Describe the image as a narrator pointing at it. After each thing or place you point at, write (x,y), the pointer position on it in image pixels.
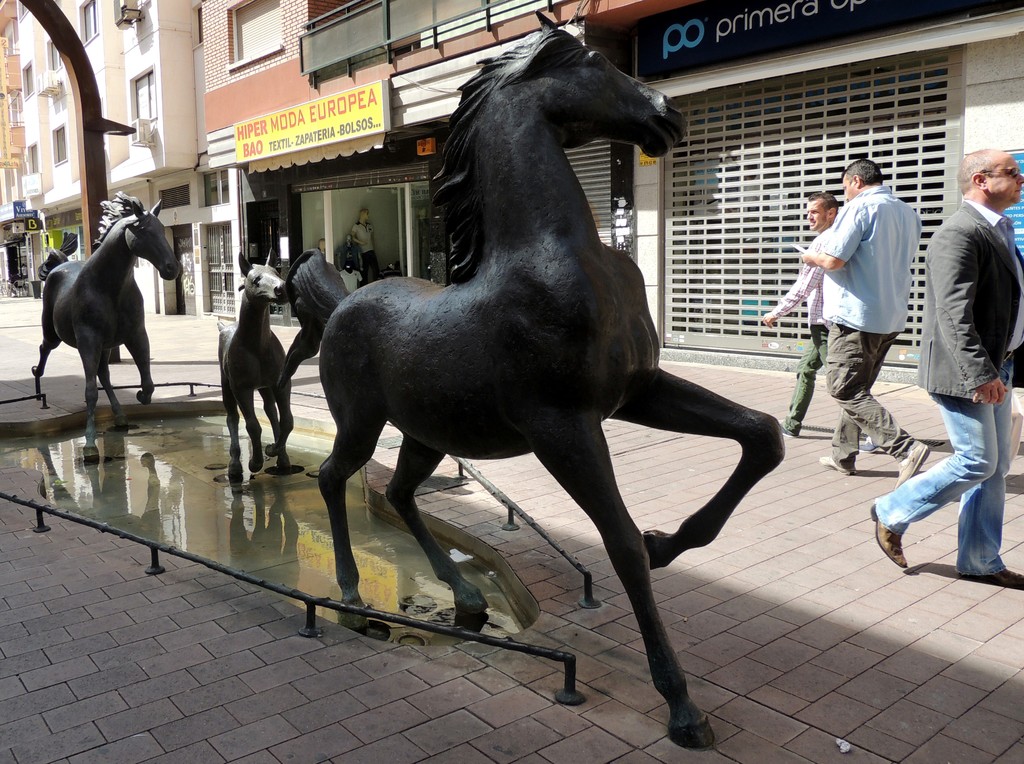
In this image there are buildings (252,180), there is a building (997,106) truncated towards the right of the image (973,87), there is a building (23,117) truncated towards the left of the image (23,148), there is a board (287,130), there is text (315,133) on the board (333,140), there are windows (149,92), there is objects (146,139) on the buildings (169,128), there are persons (906,285) walking, there are sculptures of horses (552,361), there is water (237,526) on the ground (588,655), there are shops (416,223).
